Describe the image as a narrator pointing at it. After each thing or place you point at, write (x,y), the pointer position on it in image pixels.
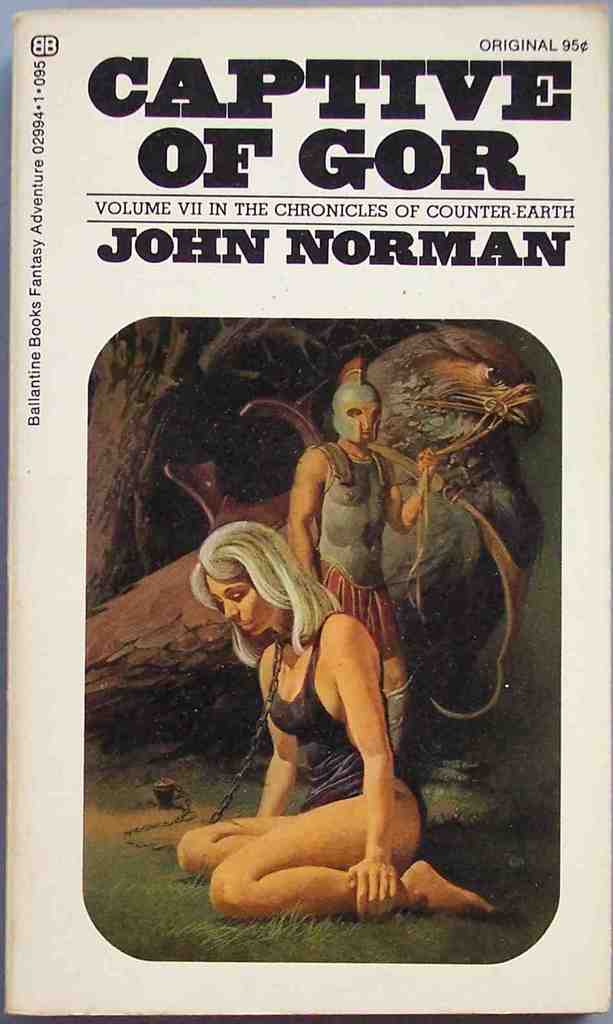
In this image we can see a paper (211,526) with some pictures (380,558) and text (153,176) on it.
